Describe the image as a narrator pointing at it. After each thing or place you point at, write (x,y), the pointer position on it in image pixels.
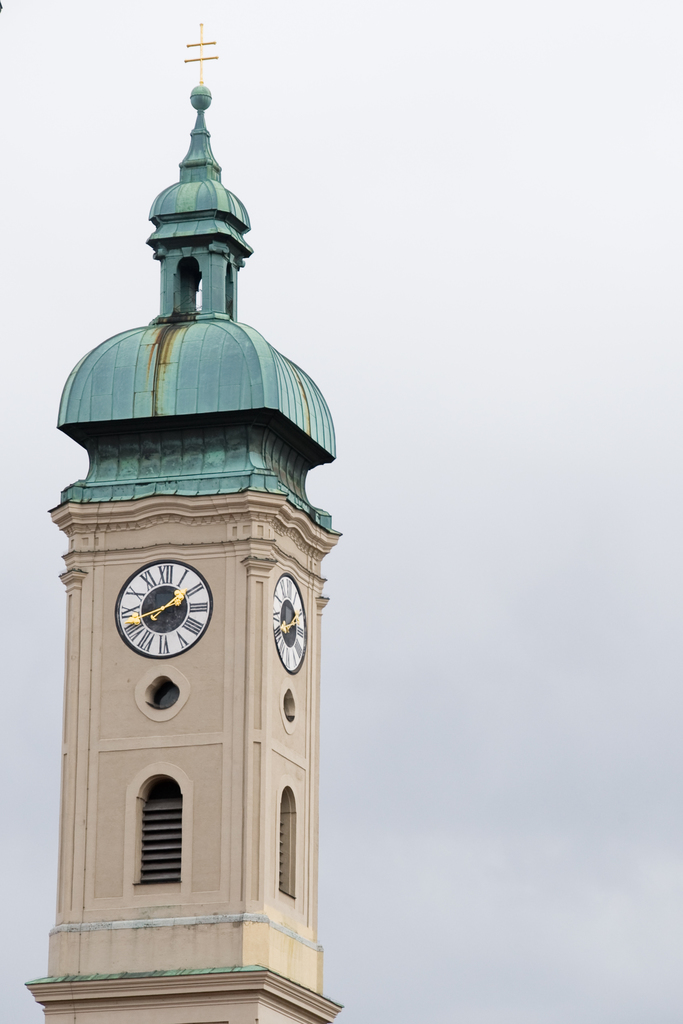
In this picture we can see a tower (226,568) with clocks (131,638) on it and in the background (426,39) we can see the sky (517,489).
